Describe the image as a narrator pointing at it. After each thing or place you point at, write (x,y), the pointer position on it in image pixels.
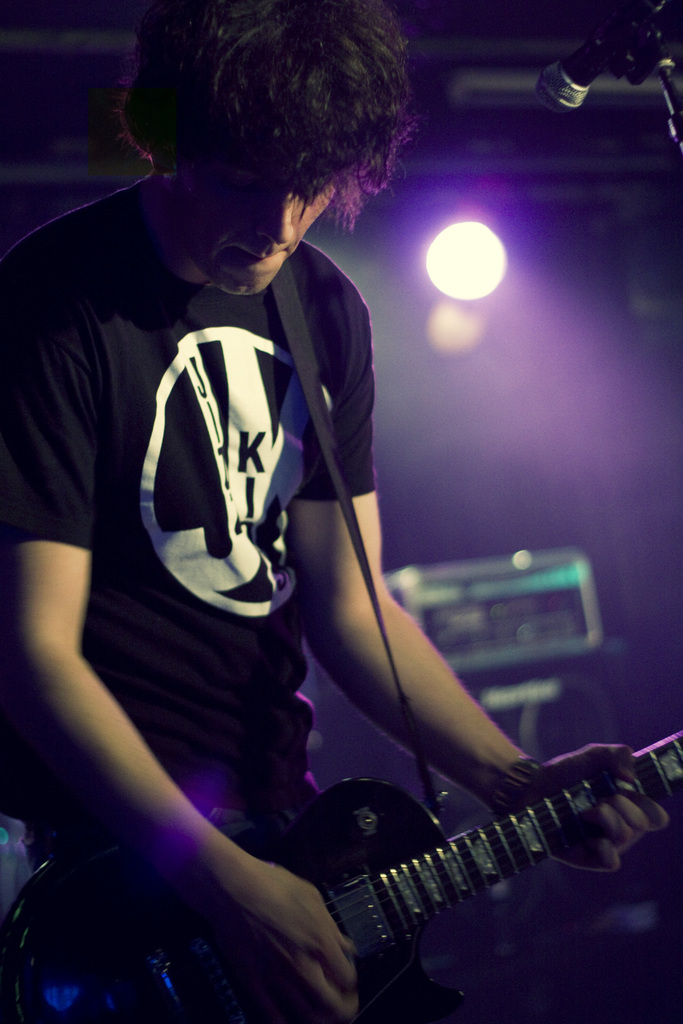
In this picture there is a man (219,589) who is wearing t-shirt (159,611) and playing a guitar (337,851). In the back (540,626) I can see the musical instrument (524,645). In the top right corner (613,53) there is a mic (590,65) which is kept on the stand (676,136). In the background (495,244) I can see the light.
